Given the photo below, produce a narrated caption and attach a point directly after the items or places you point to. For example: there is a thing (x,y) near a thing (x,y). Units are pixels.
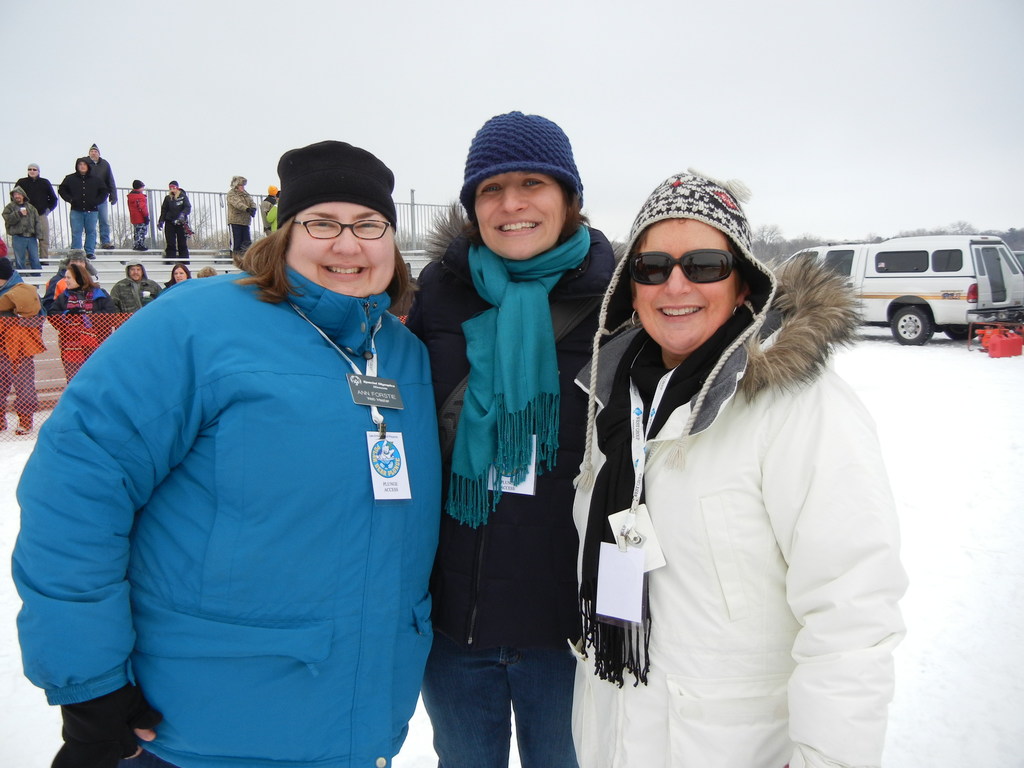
In this image there are three persons (560,452) are standing in middle of this image (472,417) and there are some persons (137,291) are at top left side of this image (163,203) and there is white color vehicle (936,293) at right side of this image (928,253), and there are some trees (779,248) in the background (972,233) and there is a sky (501,77) at top of this image (389,83) and the person (457,489) standing in middle of this image (399,465) is wearing a id cards (627,582) which are in white color.
